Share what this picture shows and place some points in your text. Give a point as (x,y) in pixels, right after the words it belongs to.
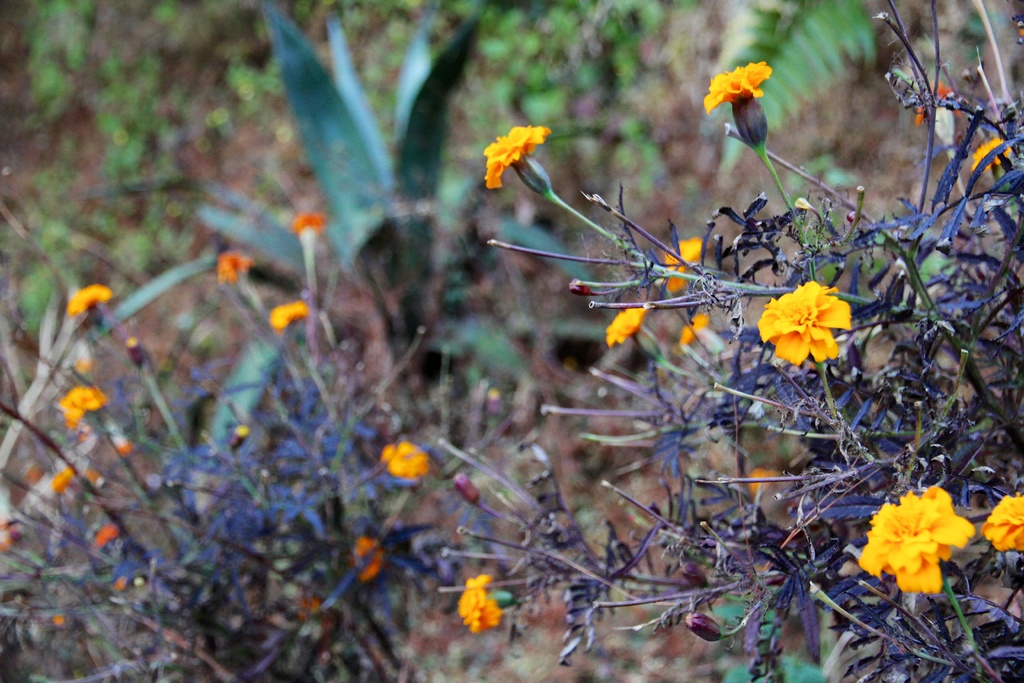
In this image we can see some plants (504,486) with flowers (541,180) on it and in the background (465,177) we can see some plants (849,48).
